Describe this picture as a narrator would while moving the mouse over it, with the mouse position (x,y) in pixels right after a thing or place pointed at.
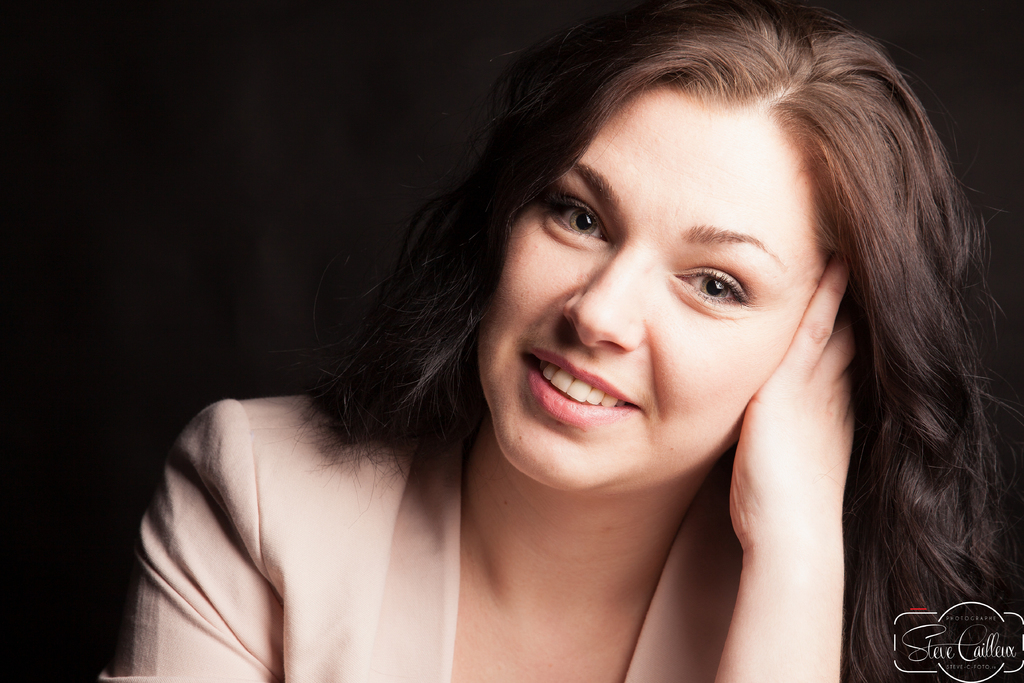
In this image we can see a lady (576,327) and the background is dark, also we can see some text (956,643) on the image.
